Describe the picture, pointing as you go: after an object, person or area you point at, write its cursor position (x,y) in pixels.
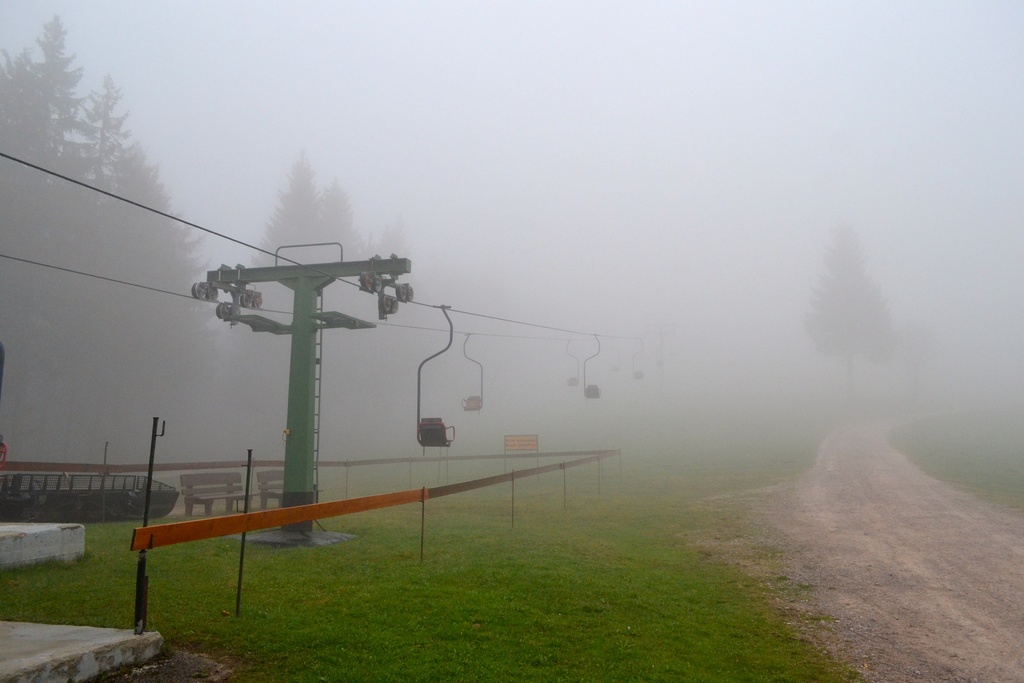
In this image we can see pole (303,314), wire (301,264), cable chair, trees (856,298), grassy land (543,515), fencing (82,466), benches (221,499) and road (841,536).
